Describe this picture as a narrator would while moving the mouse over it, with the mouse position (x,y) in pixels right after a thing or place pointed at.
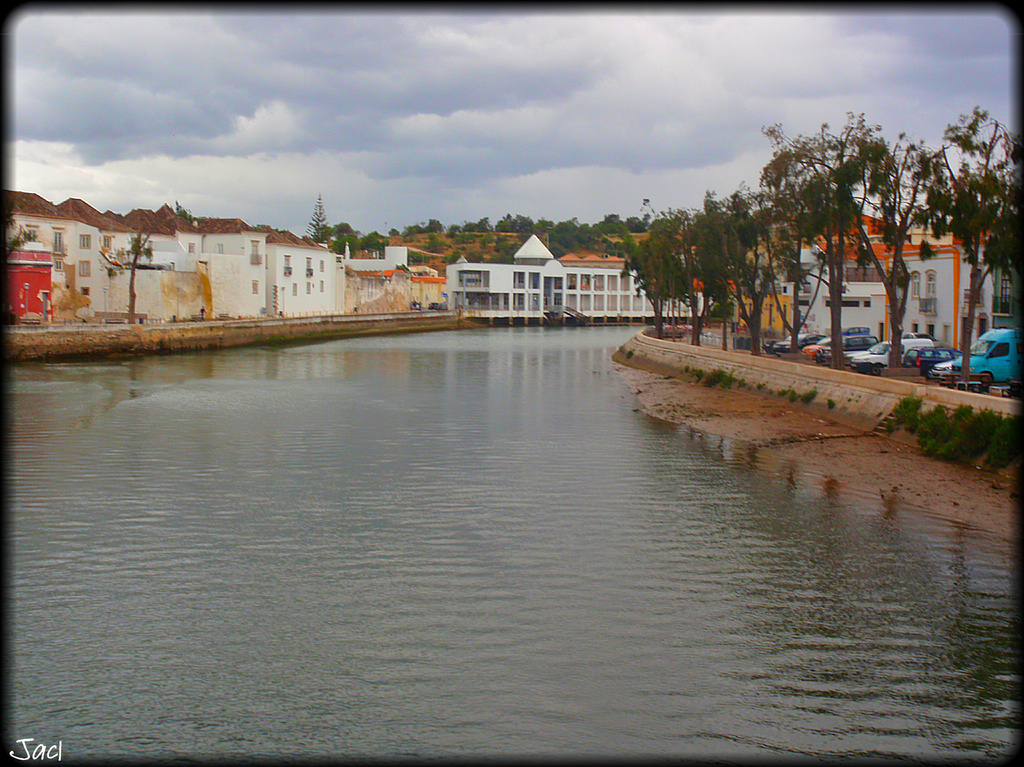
At the bottom of the picture (485,594), we see water (560,605). Beside that, there are cars (882,365) and vehicles (888,350) parked. Beside that, there are trees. There are many trees (836,347) and building (186,241) in the background (334,298). At the top of the picture (555,123), we see the sky (663,118).
